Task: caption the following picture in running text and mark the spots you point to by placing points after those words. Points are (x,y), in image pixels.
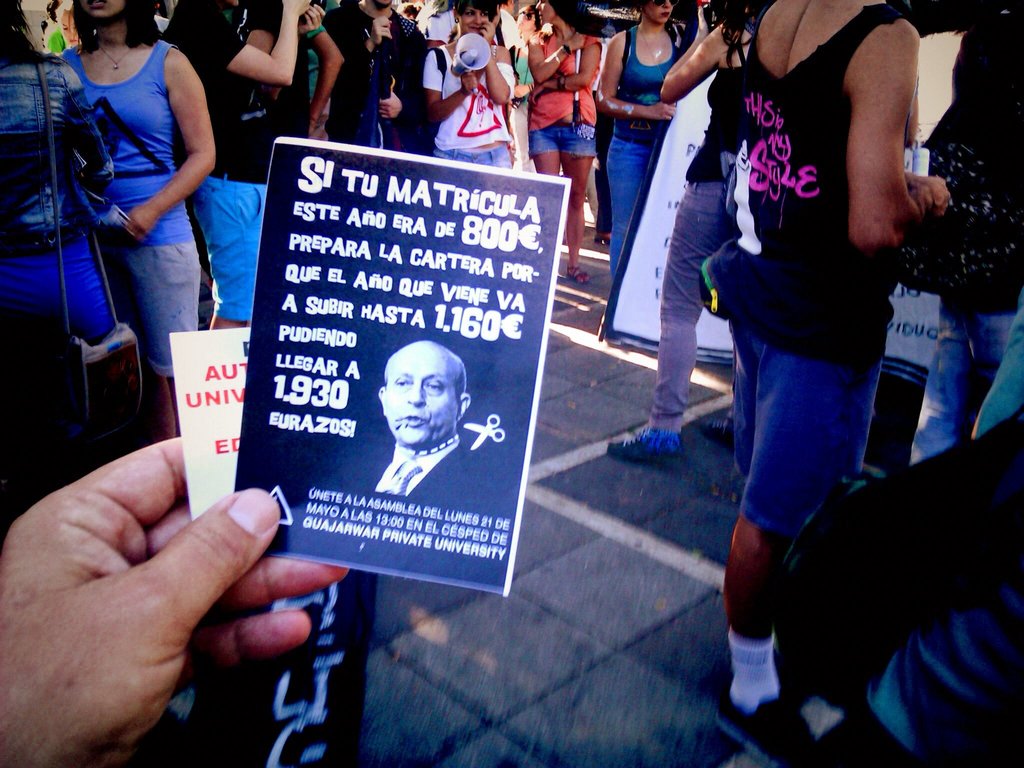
In this image I can see a person (238,596) holding some article (389,444). There is some text (390,517) on the article (454,505). In the background (628,98) I can see few persons (915,52) standing.
